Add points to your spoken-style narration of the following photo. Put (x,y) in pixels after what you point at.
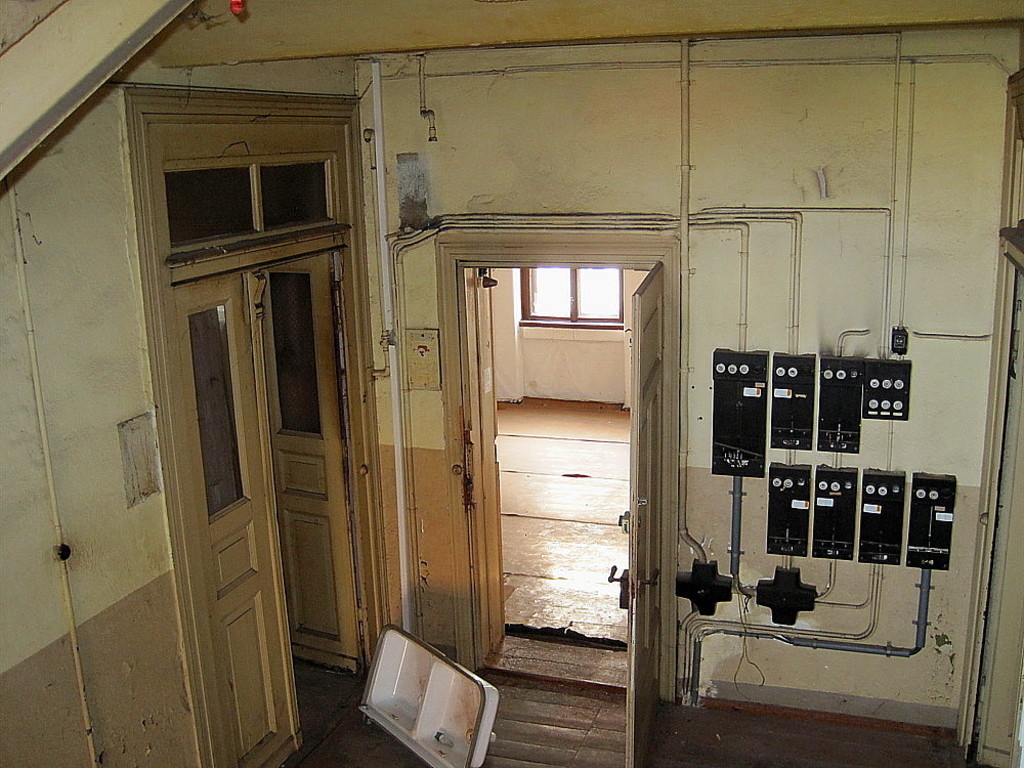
This is an inside view of a room (874,461). On the right side (797,438) there are few electrical boxes (819,417) attached to the wall (925,283). On the left side (198,501), I can see the doors (244,386). At the bottom (442,701) there is a white color object (440,710) placed on the ground (535,736). In the background (566,306) there is a window (556,306).
